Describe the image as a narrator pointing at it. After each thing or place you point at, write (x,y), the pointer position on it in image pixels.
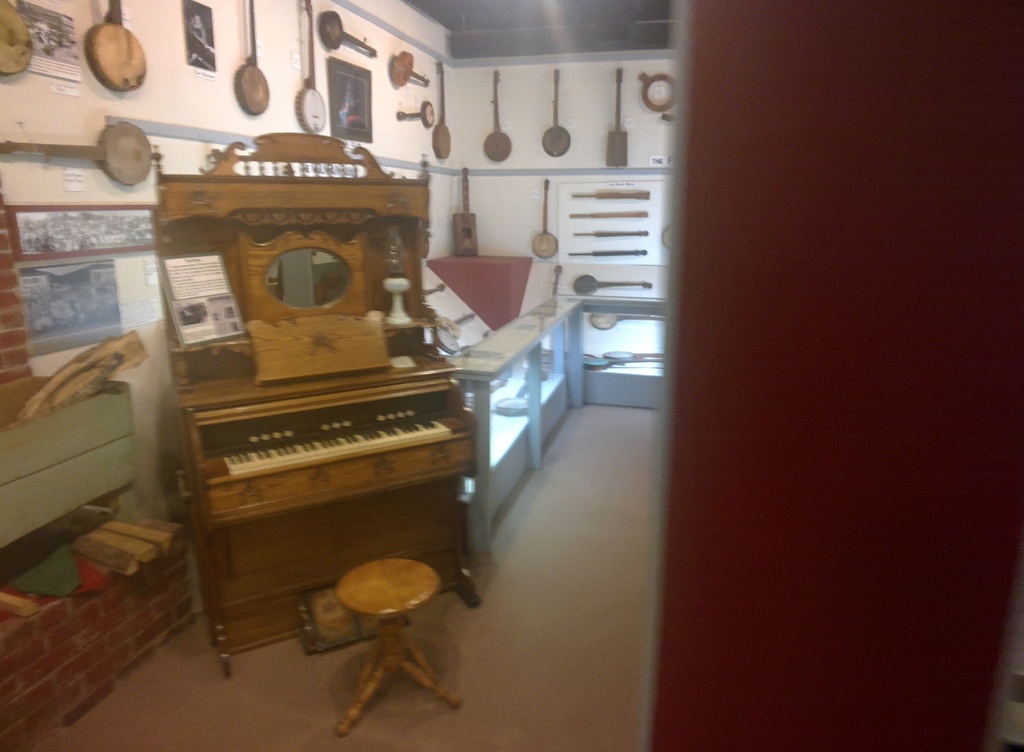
This picture shows a piano (259,377) and a stool (373,603) here. In the background (255,88), there are some musical instruments (408,66) attached to the wall (629,121) here.
